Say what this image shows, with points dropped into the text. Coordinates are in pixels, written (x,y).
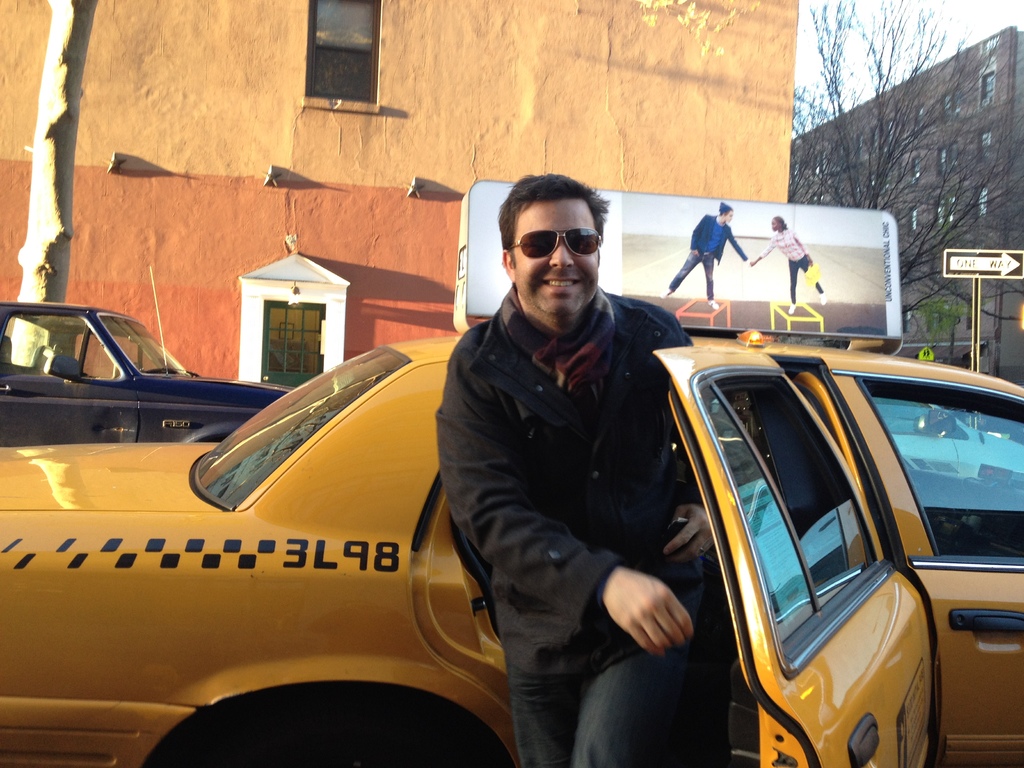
In this image in the center (359,451) there are two cars (292,462), and there is one person (576,397) who is wearing goggles (593,234). And in the background (821,269) there is a boards (830,267), buildings (967,330), pole (974,287), trees (965,299) and some objects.
